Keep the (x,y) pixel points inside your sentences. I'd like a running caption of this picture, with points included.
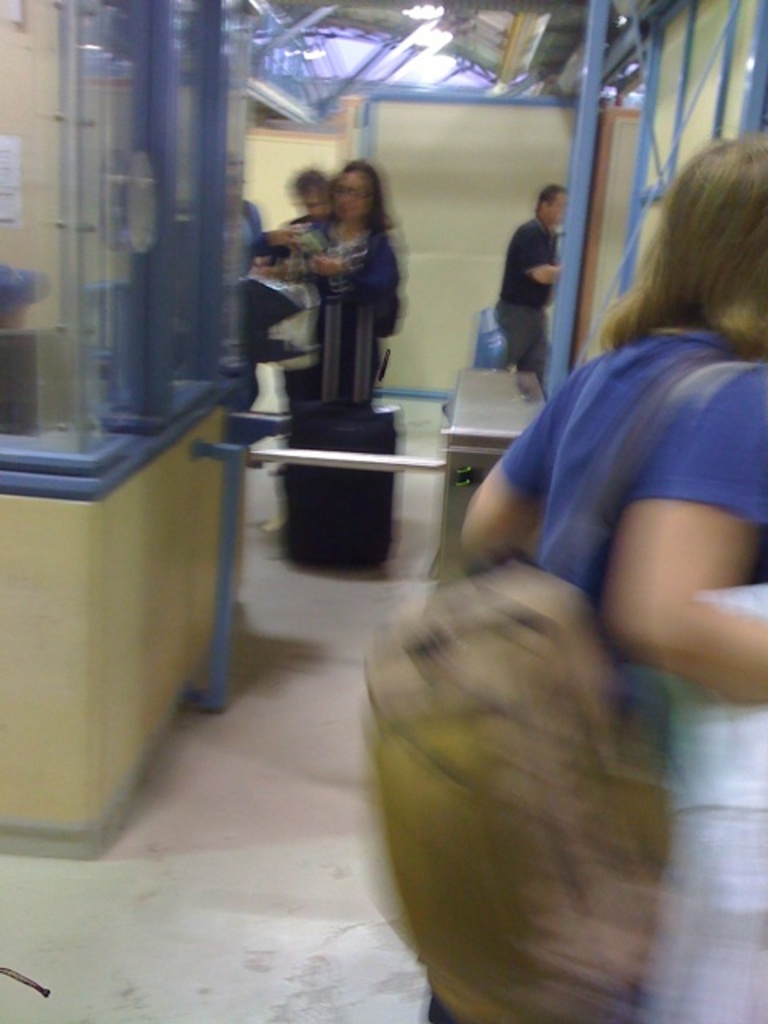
In this picture there is a man (613,591) who is standing near to the partition (463,216). In the back (331,211) I can see some people (367,195) who are standing near to the table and box (363,427). At the top (446,39) I can see the shed (332,45).
